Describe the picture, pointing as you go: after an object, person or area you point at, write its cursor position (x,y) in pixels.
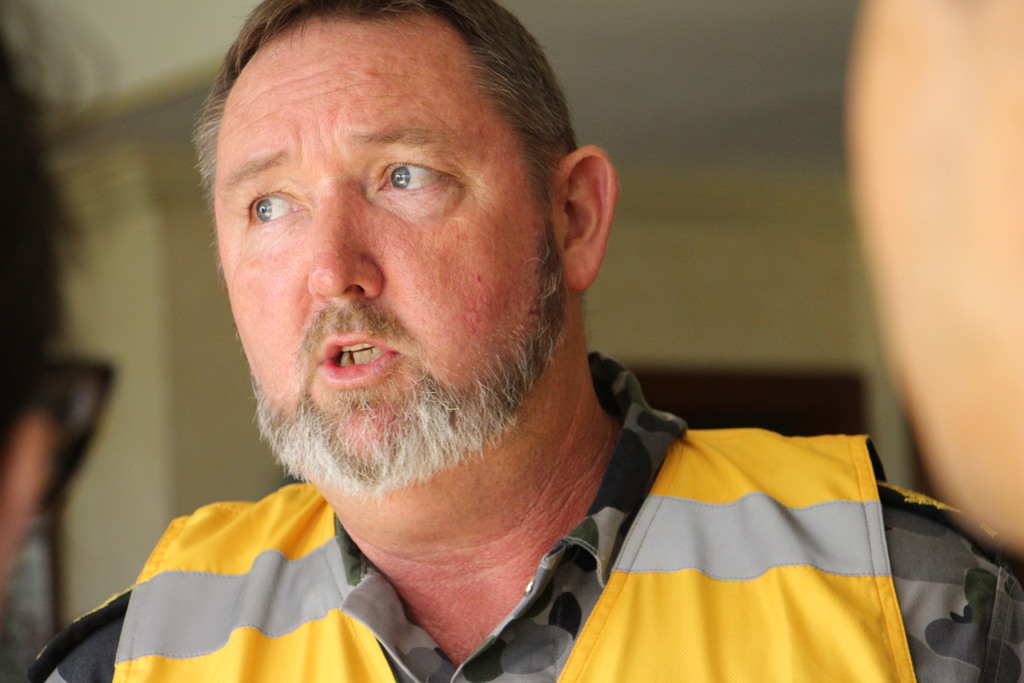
In the image we can see a man (562,456) wearing clothes (668,529) and he is talking. The background is blurred.
